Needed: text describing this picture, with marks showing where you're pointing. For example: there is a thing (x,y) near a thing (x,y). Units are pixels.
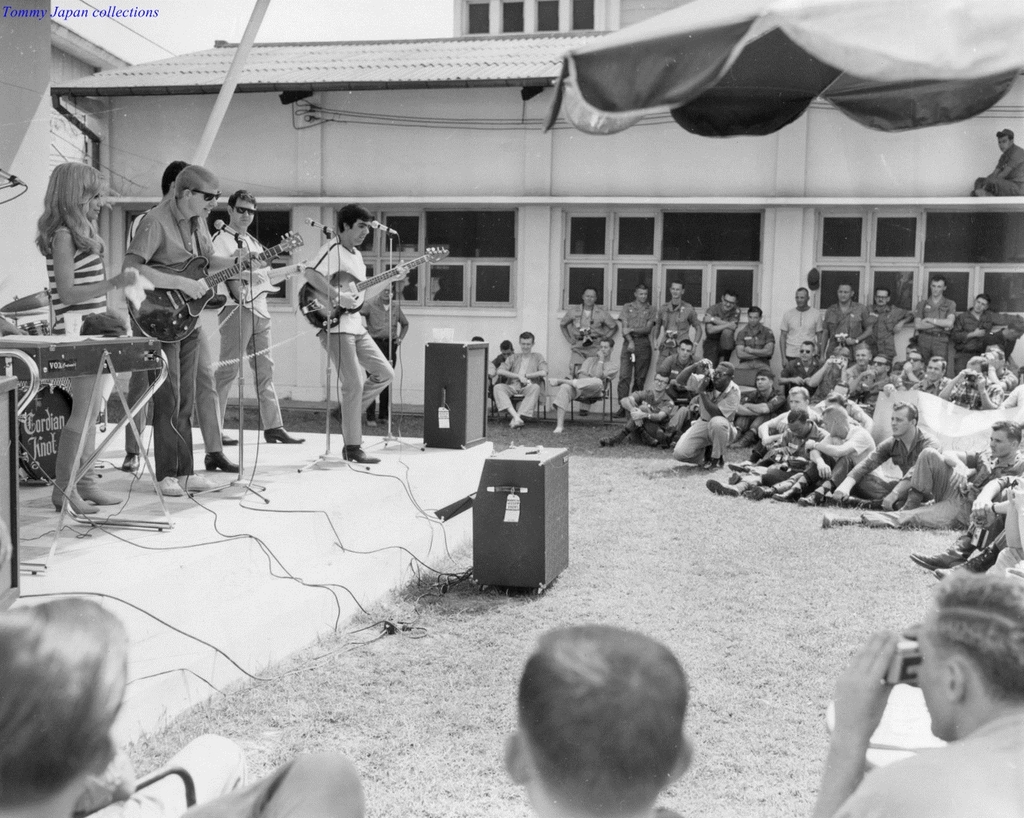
In this image, on the right side (901,442), we can see some people (1003,470) sitting on the grass (956,530) and there are some people (942,301) standing, on the left side (175,536) there is a stage (20,492) and there are some people (73,447) standing and holding some musical instruments (363,284), we can see some microphones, at the top (788,80) we can see the shed (825,63), we can see a wall (549,355) and some windows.
